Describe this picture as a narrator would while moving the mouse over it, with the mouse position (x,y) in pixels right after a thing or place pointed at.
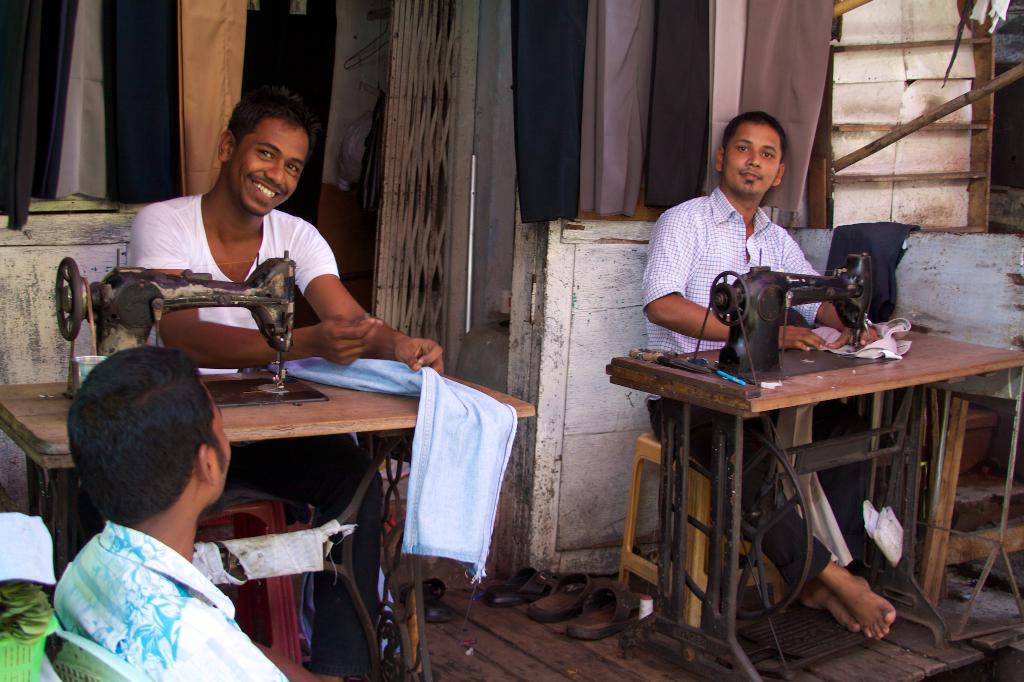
In this image I can see three men (132,530) where two of them are sitting in front of sewing machines (365,433).
